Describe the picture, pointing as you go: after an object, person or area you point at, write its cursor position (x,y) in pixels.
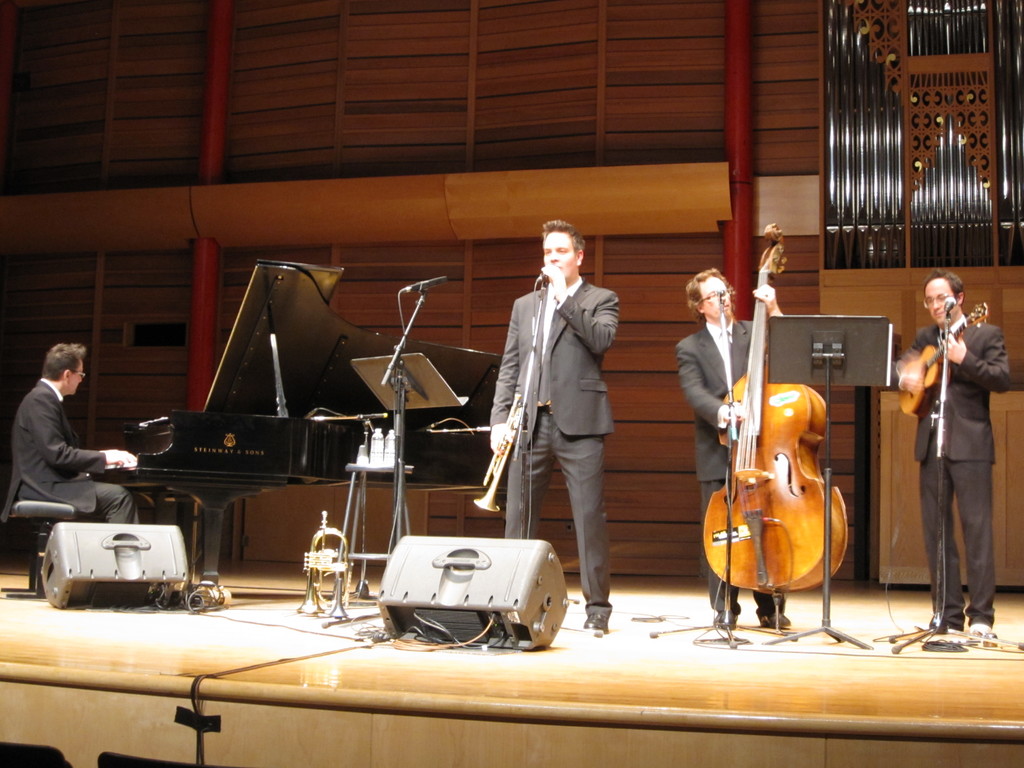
4 people (921,440) are present on the stage (802,651). the person (981,503) at the right (925,423) is playing guitar (925,362). the person (711,288) left to him is playing a huge violin (751,448). the person (561,290) at the center (562,471) is singing in the microphone (541,283) and holding a trumpet (505,448). the person (85,495) at the left (57,447) is playing piano (181,436). there are microphones (723,324) present in front of them. at the back (897,433) there is a wooden background (640,430).
